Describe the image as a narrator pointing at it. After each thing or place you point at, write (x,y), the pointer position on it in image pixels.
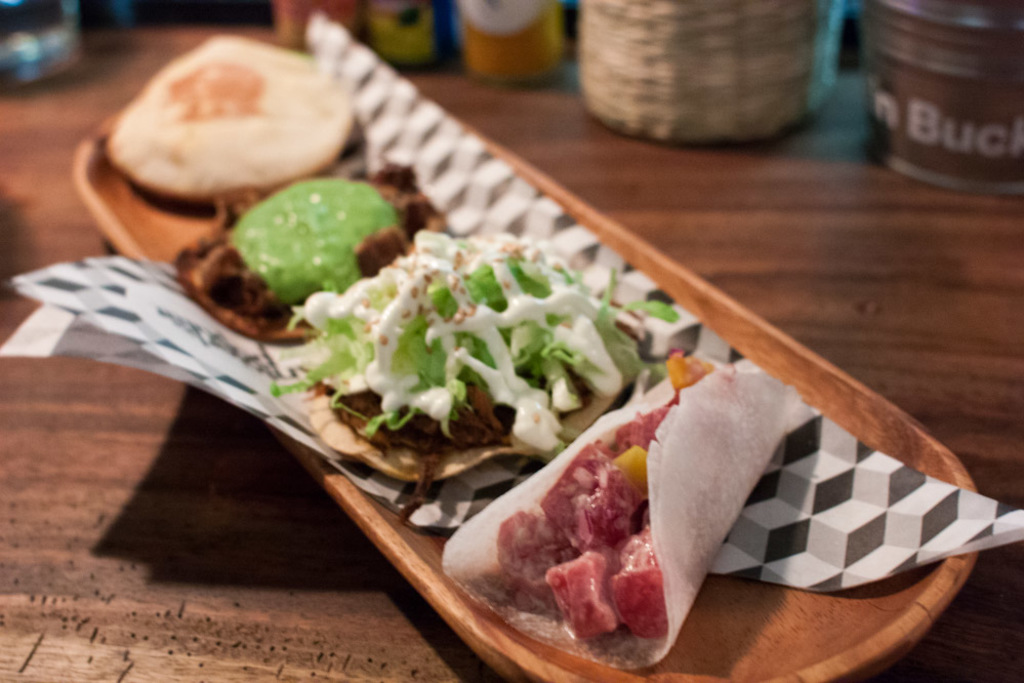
In this image we can see food items (467,292) kept in a wooden tray (718,650). Top of the image (749,33) some containers (414,32) are there. Bottom of the image (175,566) brown color surface (123,537) is present.
